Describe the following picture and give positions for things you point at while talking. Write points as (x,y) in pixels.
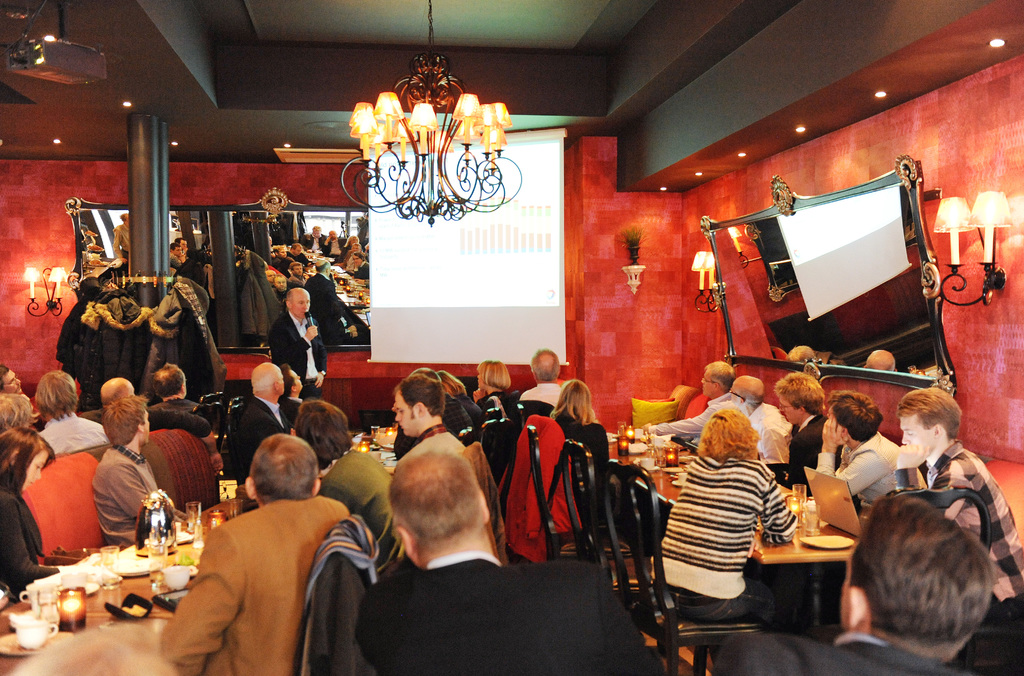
Here we can see people (423,502). Most of the people (423,483) are sitting on chairs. In-front of them there are tables (88,607). On these tables (96,590) there are glasses (110,558), cups (37,627), laptop (830,509) and things (389,455). On these chairs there are jackets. Far a person (303,331) is standing and holding a mic (311,318). Mirrors (292,264), lights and plant (633,258) is on the red wall (662,203). Beside this chandelier light (467,125) there is a screen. Here we can see projector (76,66). In mirror (784,265) there is a reflection (244,318) of screen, people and pillar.
